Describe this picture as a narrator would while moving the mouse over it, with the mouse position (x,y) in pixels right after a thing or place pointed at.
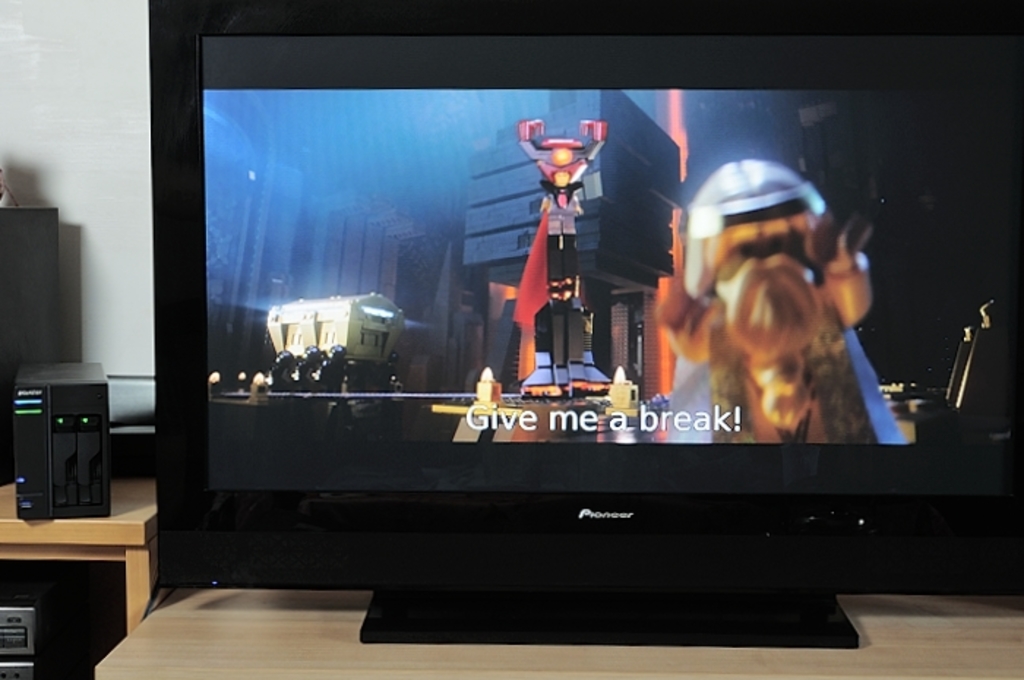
In this image, we can see a monitor (384,478) on the stand (533,671) and on the screen (633,249) we can see some buildings (602,277), text (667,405) and some cartoons (727,281) and on the left (56,356), there are some boxes (63,431) on the stand (113,517) and there is a wall (71,134).
